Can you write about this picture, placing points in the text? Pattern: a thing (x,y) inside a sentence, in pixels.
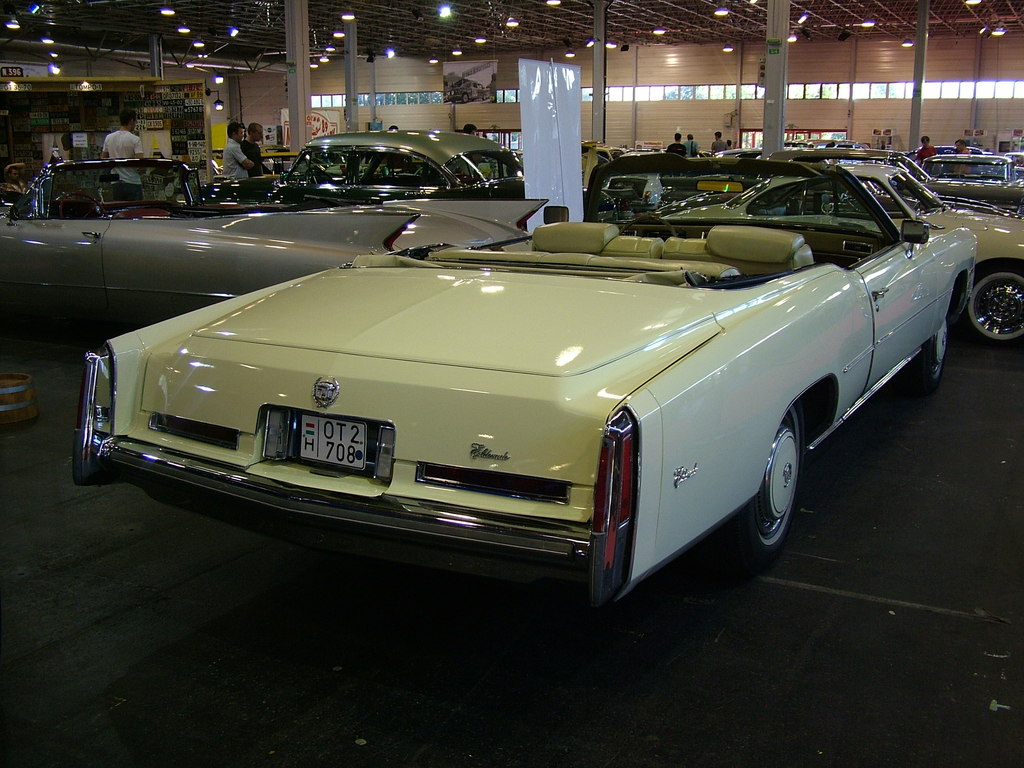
This is an inside view of a shed (505,79) and here we can see cars (687,184) on the floor (471,597) and in the background (142,105), there are some people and we can see some boards (548,99), poles (347,38) and lights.
